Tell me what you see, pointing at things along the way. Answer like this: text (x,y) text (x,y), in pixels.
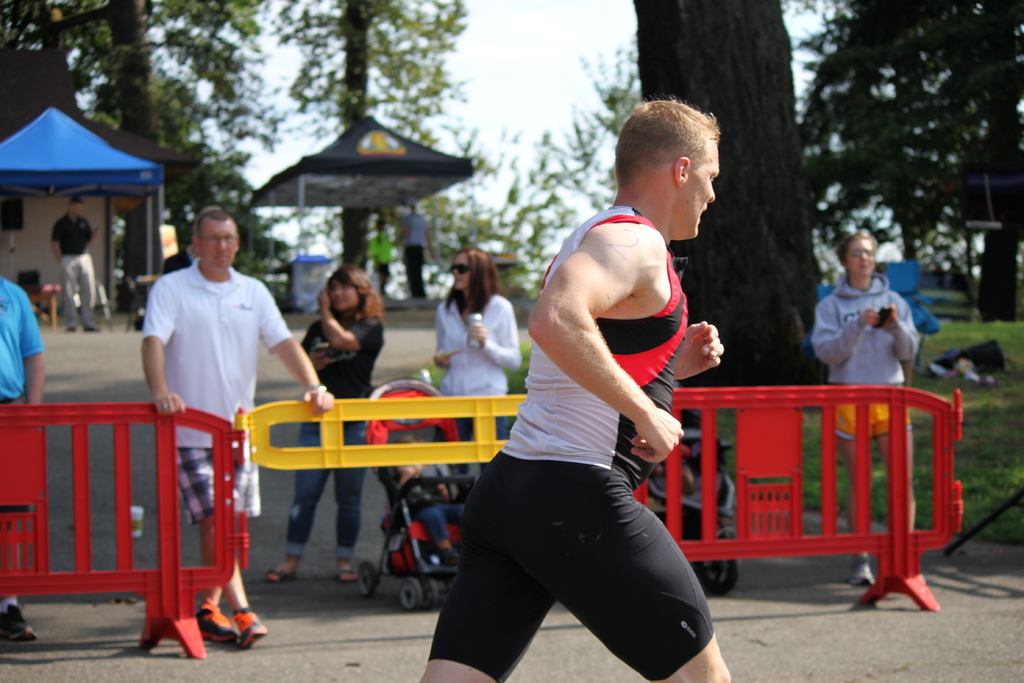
In this image we can see a person (543,431) running. In the back (123,481) there are barricades (116,463). Near to that there are few people (352,390). Also there is a baby (422,501) on a stroller (391,480). In the background (127,225) there are tents (141,176), trees (956,136), few people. And there is sky (475,89). On the ground (942,382) there is grass (975,387).
